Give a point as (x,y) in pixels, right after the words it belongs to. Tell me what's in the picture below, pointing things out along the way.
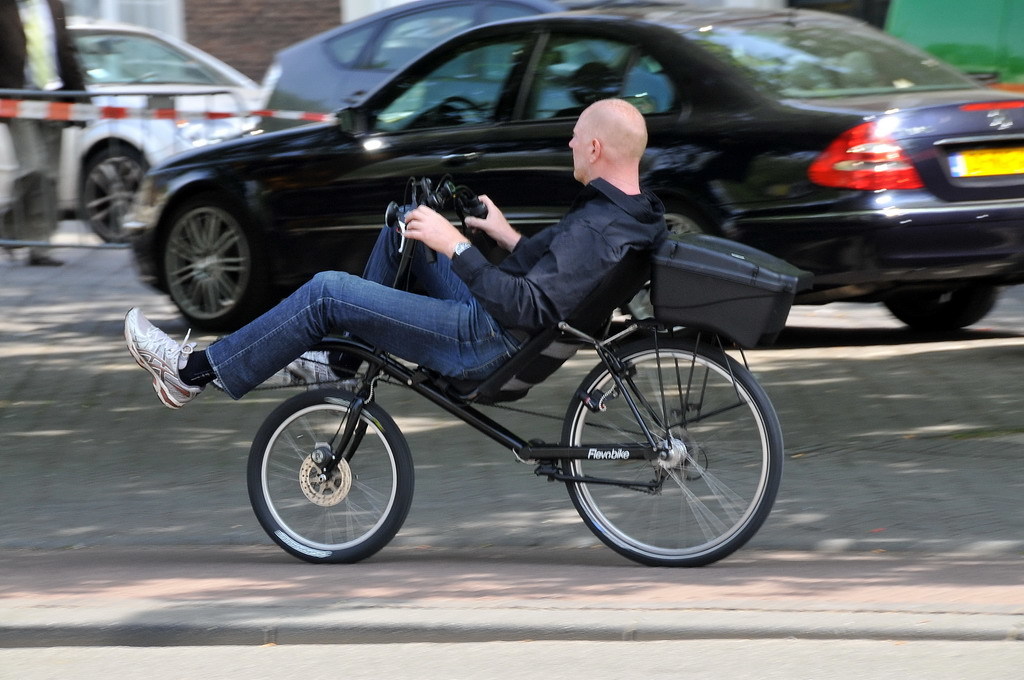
In this image, human (506,346) is riding a bicycle (380,440) on the road (482,566). And the background (852,217), few vehicles (578,85) are parked. On left side (26,94) corner, we can see barricade (39,93). A human (49,172) is walking near the barricade (47,112). A brick wall (242,34) we can see here. And white color here, here. And here we can see green color.
